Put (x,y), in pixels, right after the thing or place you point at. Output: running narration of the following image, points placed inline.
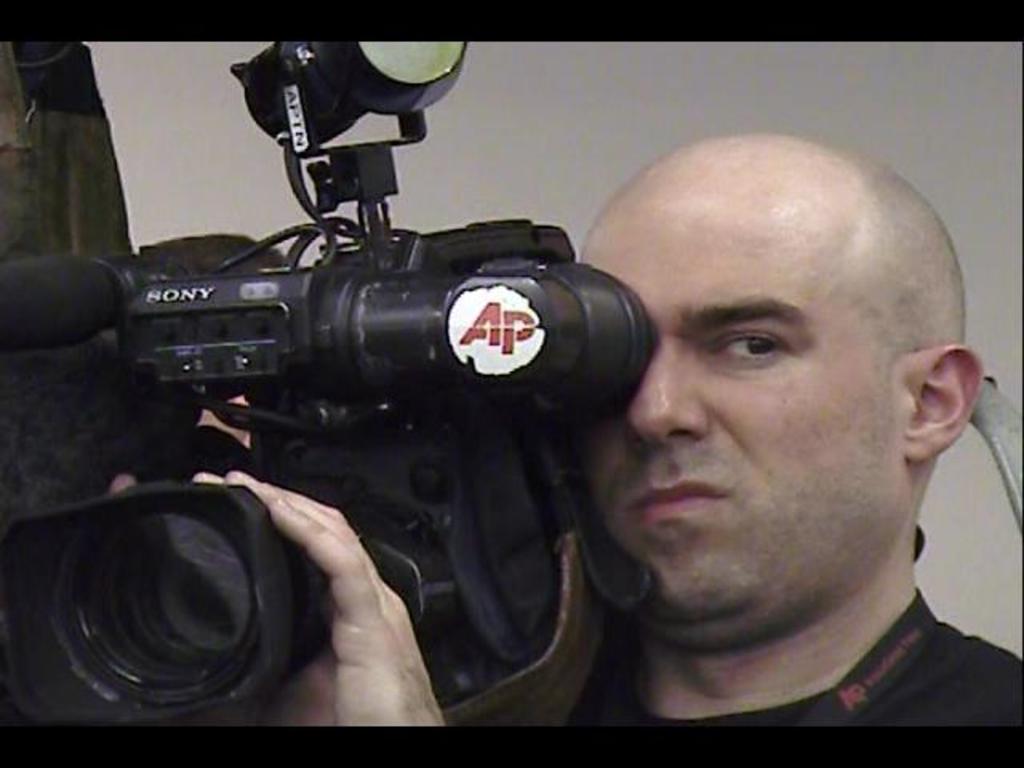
In this image, we can see a person (795,494) is holding a camera (84,607) and watching. Background (580,101) we can see white color. On the right side (988,412), we can see some rod (1002,419). At the top (446,1) and bottom of the image (594,755), we can see black color borders (534,752).
